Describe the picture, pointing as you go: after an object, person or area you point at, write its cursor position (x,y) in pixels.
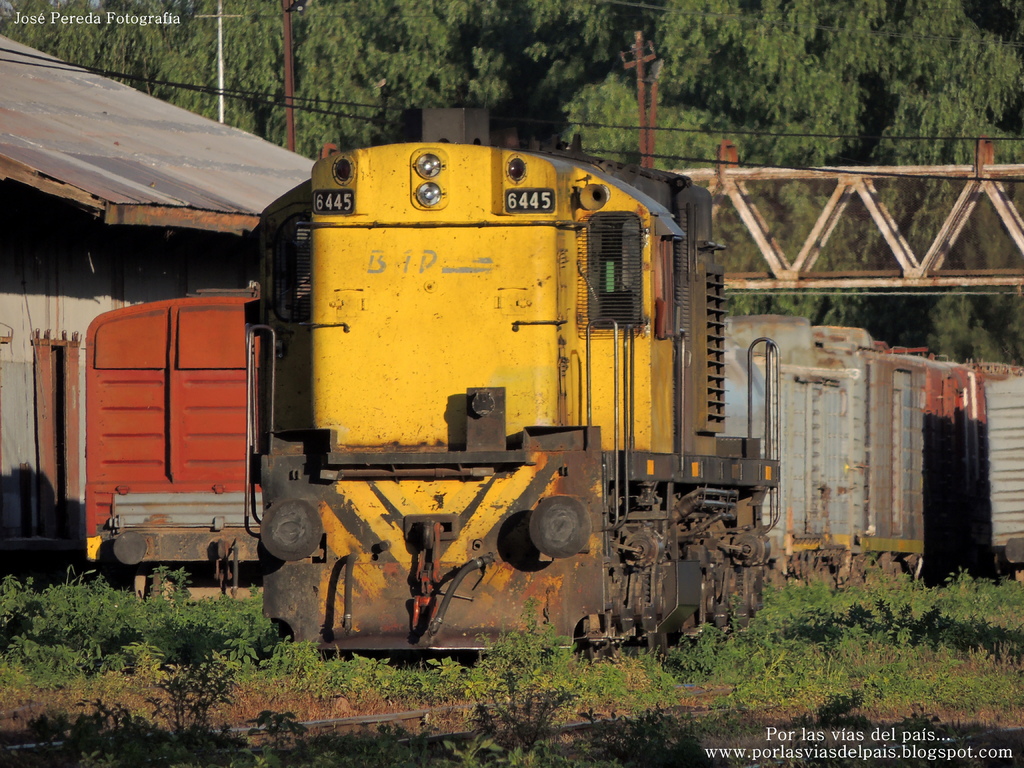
In the picture there are few compartments (611,364) of a trains (823,397) are kept on a land (136,629) and behind those compartments (537,413) there is a bridge (694,176) and behind the bridge (759,239) there are many trees (693,63).
